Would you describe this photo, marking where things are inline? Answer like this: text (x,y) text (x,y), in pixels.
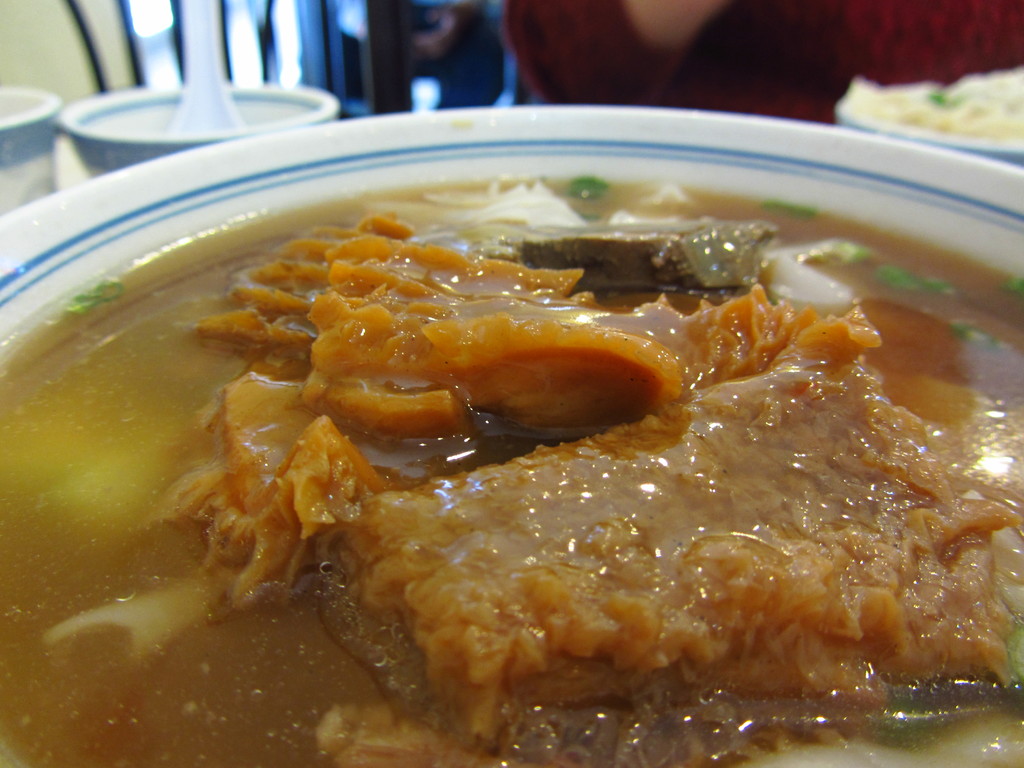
In this image there is a bowl (127,215) truncated, there is food (459,365) in the bowl (172,175), there is a spoon (197,63) truncated, there is a bowl (38,154) truncated towards the left of the image (24,135), there is a bowl (954,143) truncated towards the right of the image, there is a person (696,48) truncated.
